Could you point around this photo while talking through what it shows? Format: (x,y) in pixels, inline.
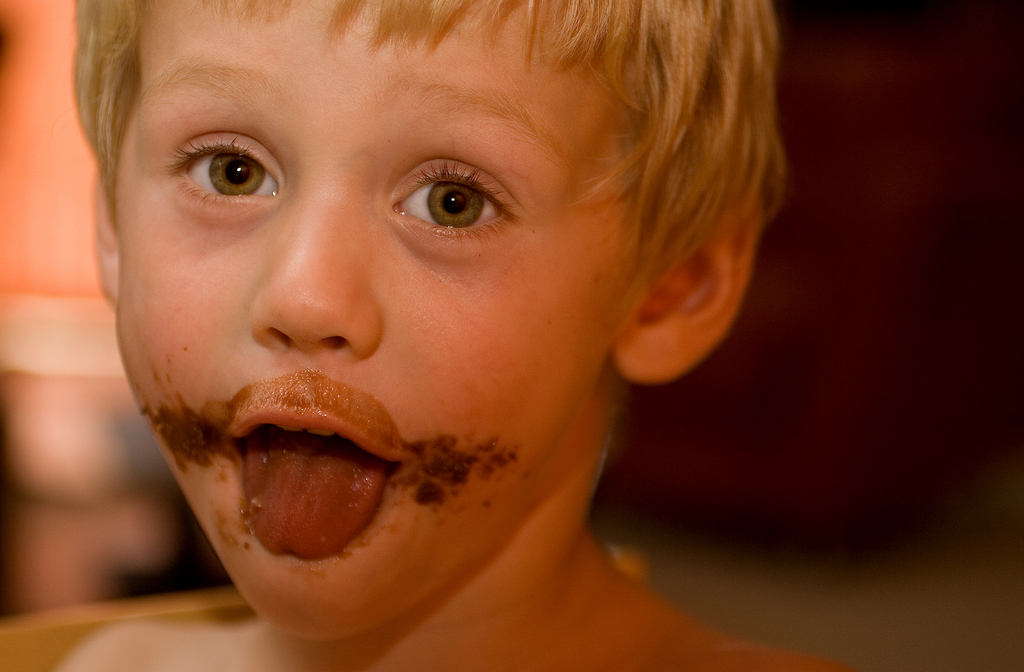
In the image there is a blond haired boy (589,85) opening his mouth (309,473) with chocolate (183,419) on the sides of his mouth (285,484) and the background (905,32) is blurry.
